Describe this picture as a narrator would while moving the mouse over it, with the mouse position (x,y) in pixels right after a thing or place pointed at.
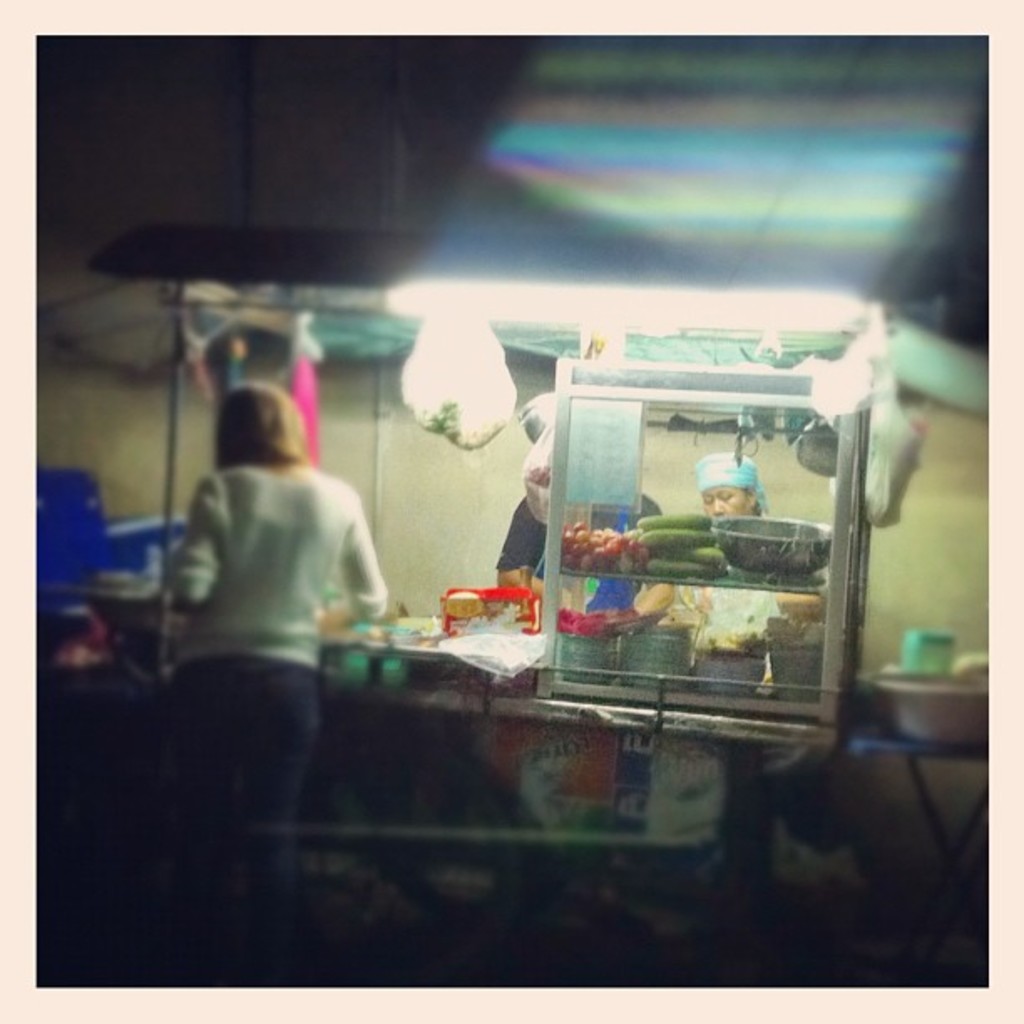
In this picture we can see three persons (228,693) standing, vegetables (682,520), bowl (742,531), plate (624,657), plastic covers (551,431), table (520,684) and in the background (865,761) we can see wall (921,506).
